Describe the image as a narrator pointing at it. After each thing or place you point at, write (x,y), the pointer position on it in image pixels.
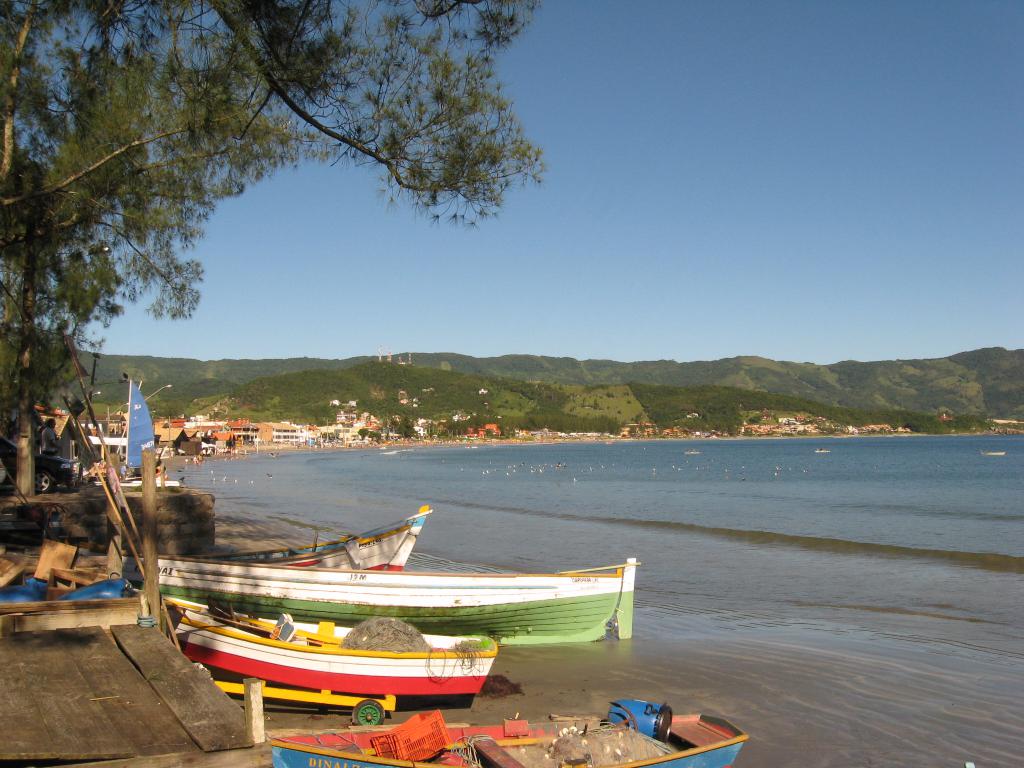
In the image, it is a sea shore (497,713) and there are some boats (355,681) beside the sea (266,508) and in the left side (15,375) there is a big tree (36,372) and behind the sea (310,500) there are many houses (268,429) and mountains (378,398).
